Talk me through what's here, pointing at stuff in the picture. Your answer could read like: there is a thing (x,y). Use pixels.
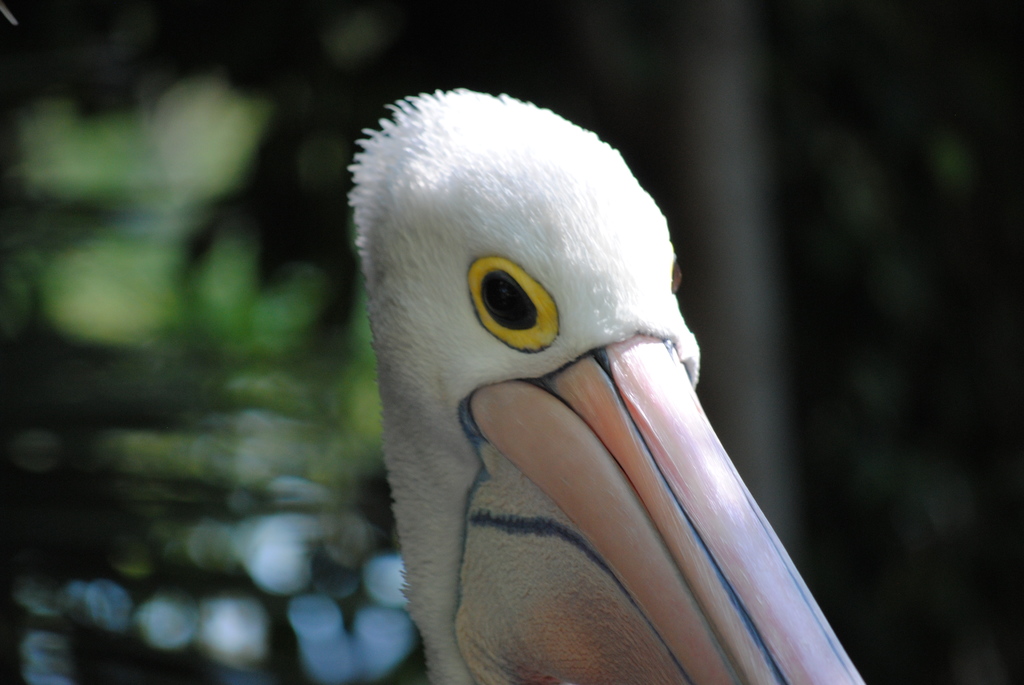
In this picture, we see a bird (637,328). It is in white color and it has the long pink beak (642,517) and the yellow eyes (472,274). In the background (265,377), we see the trees (263,268). This picture is blurred in the background (172,419).
